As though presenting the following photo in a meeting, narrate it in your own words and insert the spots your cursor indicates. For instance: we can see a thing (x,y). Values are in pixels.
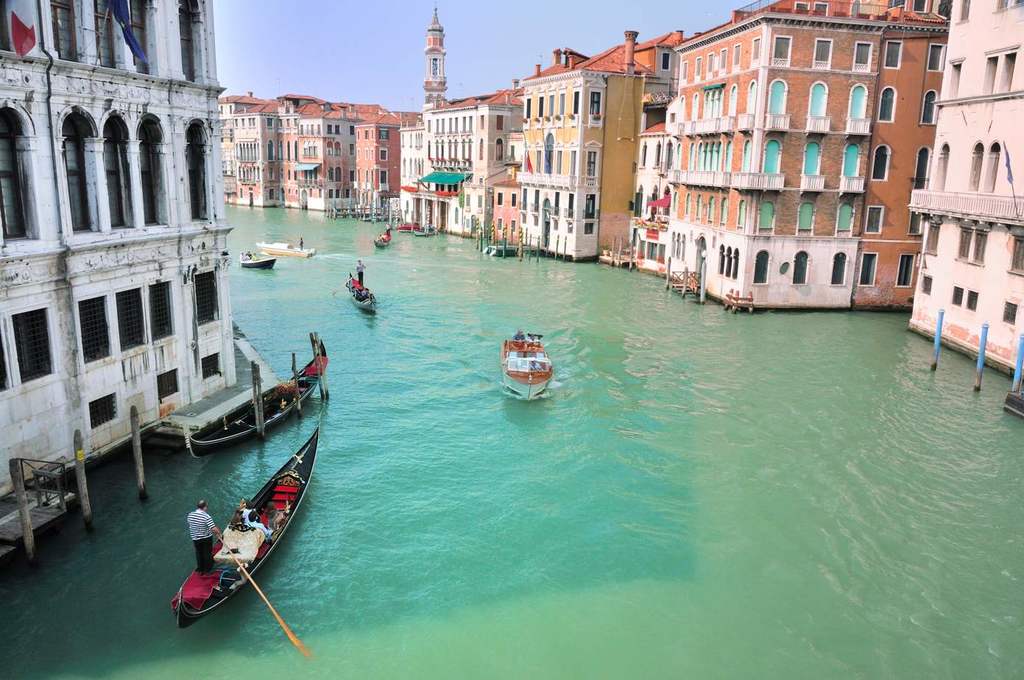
In this image there are buildings (184,142), tower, water (432,370), boats (280,397), people (359,278), rods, sky (453,81), flag (130,41) and objects (38,470).
